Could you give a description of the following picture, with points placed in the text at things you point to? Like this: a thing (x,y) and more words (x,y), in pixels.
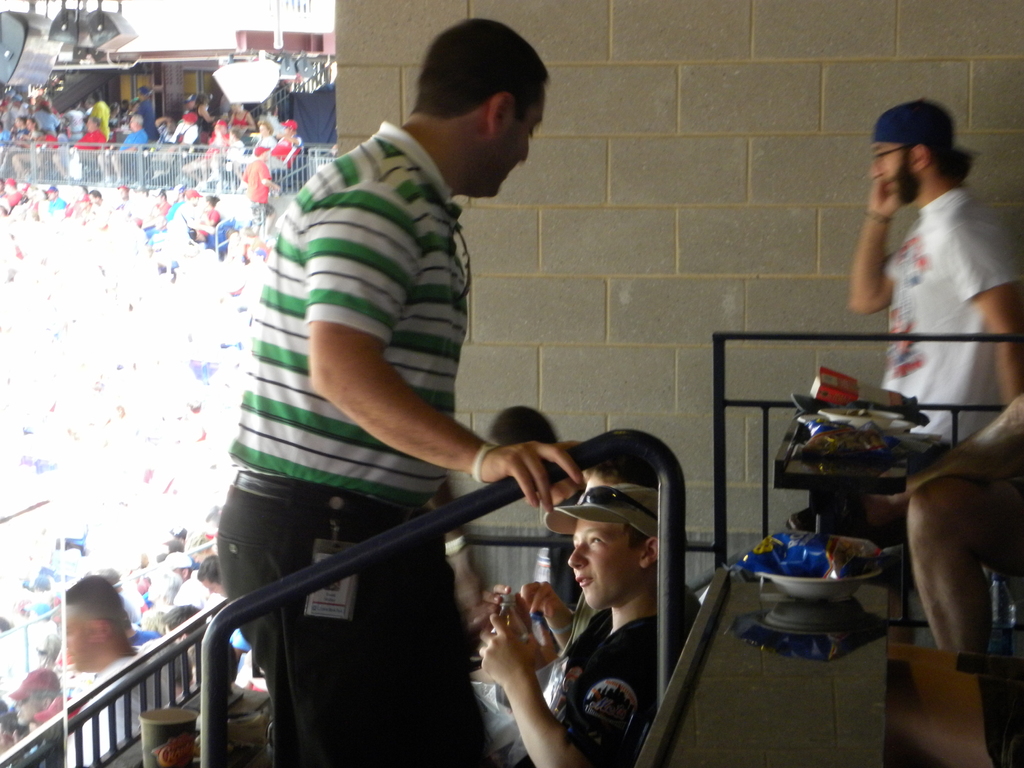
In this image i can see some persons (176,435) sitting on the stairs (176,306), there is a person (355,394) wearing green color T-shirt (376,241) standing near the fencing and in the background of the image (15,56) there are some sound boxes (36,38), fencing (236,166) and there is a wall (605,332).
